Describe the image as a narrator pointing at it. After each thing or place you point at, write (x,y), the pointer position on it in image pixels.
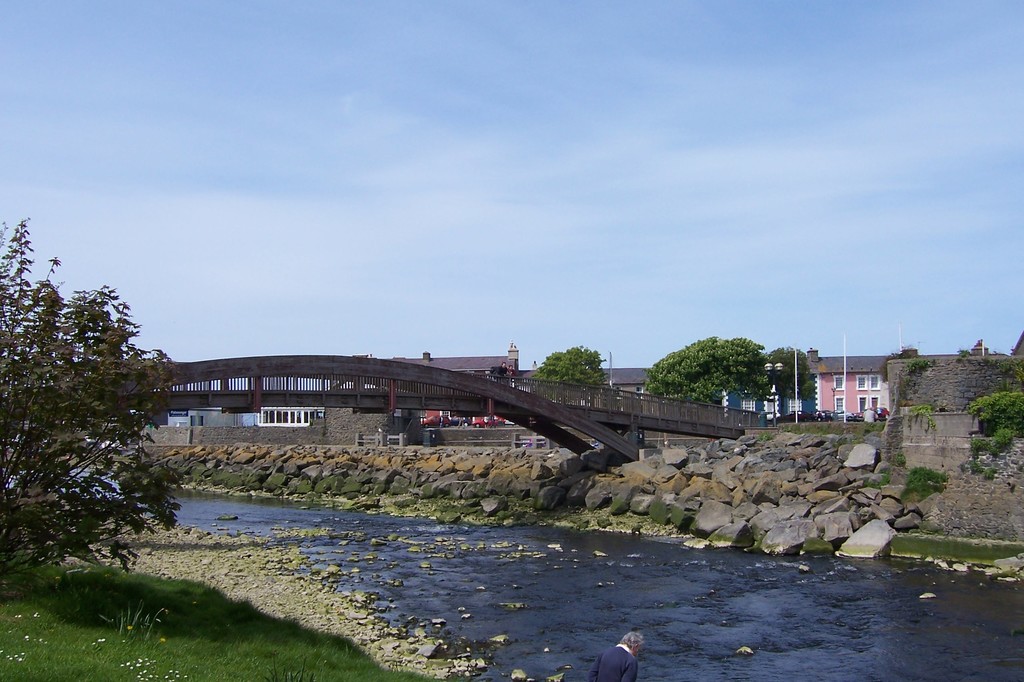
In this image we can see a water body (565,591) under a bridge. We can also see some grass (237,626), plants (128,621), stones (350,556), a person (599,662) standing and a fence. On the backside (851,381) we can see some houses (855,399) with roof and windows (840,399), poles (796,396), a street lamp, a container (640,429), a group of trees (726,383) and the sky (732,238) which looks cloudy.
